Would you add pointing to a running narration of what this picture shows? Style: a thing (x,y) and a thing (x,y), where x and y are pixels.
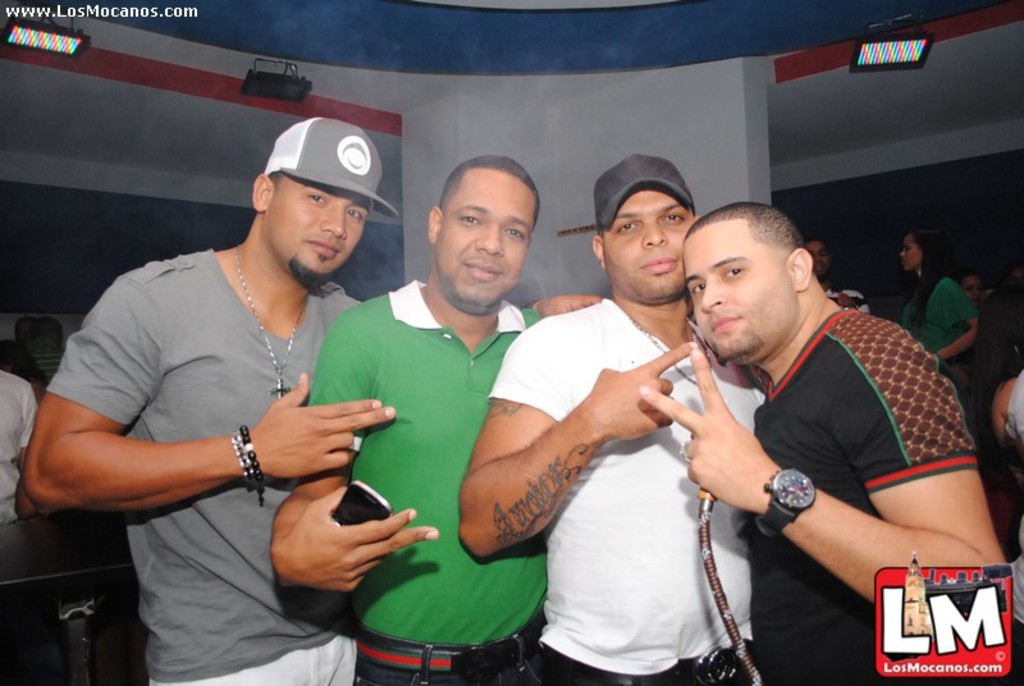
In the image I can see four people (438,375), among them two are wearing the caps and the other guy (451,489) is holding the phone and behind there are some other people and some lights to the roof (352,50).
